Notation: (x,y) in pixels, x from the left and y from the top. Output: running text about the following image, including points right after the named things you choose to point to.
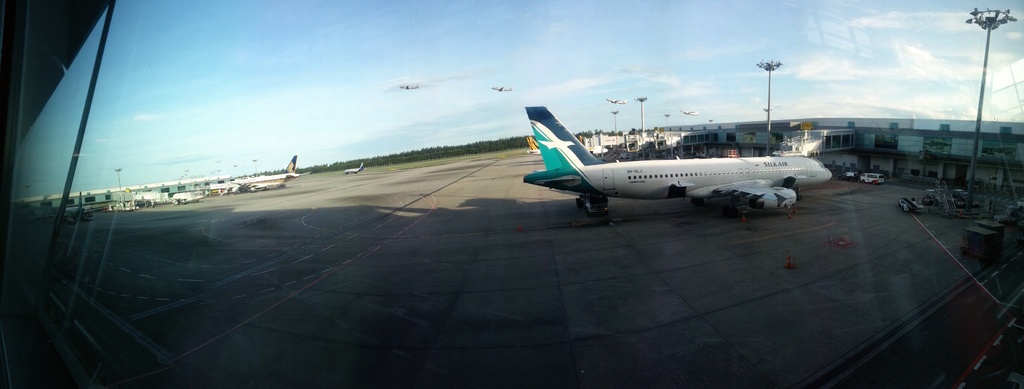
In this image we can see many planes (552,177). Also there are light poles (616,110) and there are buildings (861,142). And there are few vehicles (862,174) and stairs (952,197). And some flights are flying. In the background (262,64) there is sky (313,92) with clouds (380,104) and there are trees (432,148).
